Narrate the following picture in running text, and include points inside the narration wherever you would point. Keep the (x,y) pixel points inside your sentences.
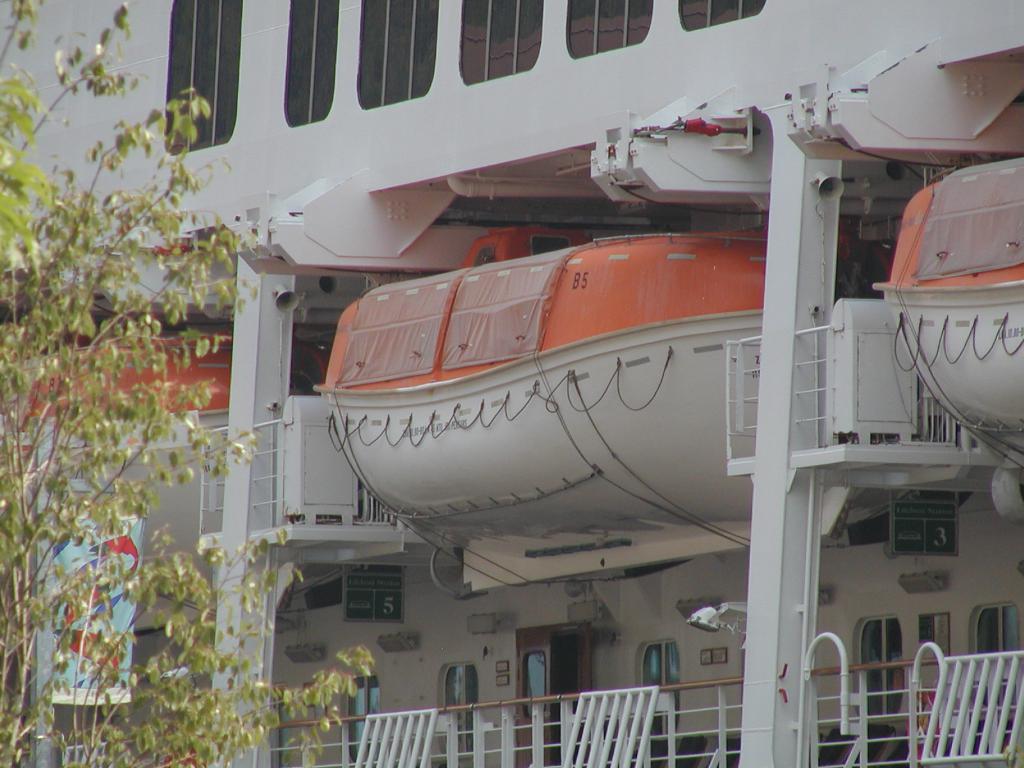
In this image I can see a ship (614,0) and also there are few lifeboats (560,343). At the bottom (464,734) there is a railing (588,728). On the left side (48,362) there are few trees (42,295).
